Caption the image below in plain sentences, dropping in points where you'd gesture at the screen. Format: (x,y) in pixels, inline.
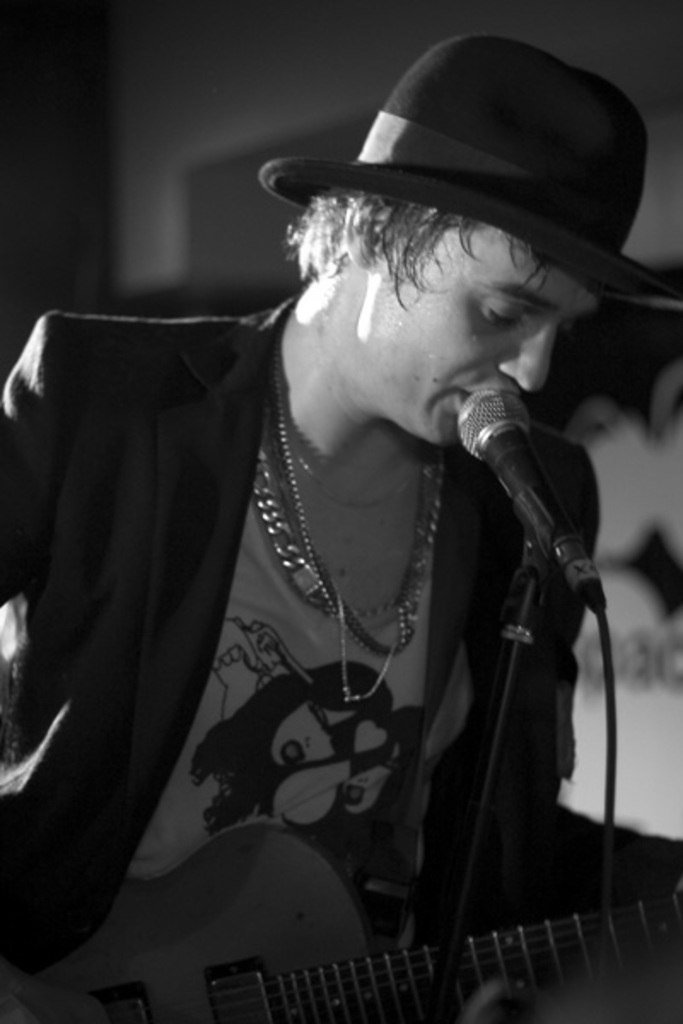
In this image I see a man (518,815) who holding the guitar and there is a mic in front of him.
